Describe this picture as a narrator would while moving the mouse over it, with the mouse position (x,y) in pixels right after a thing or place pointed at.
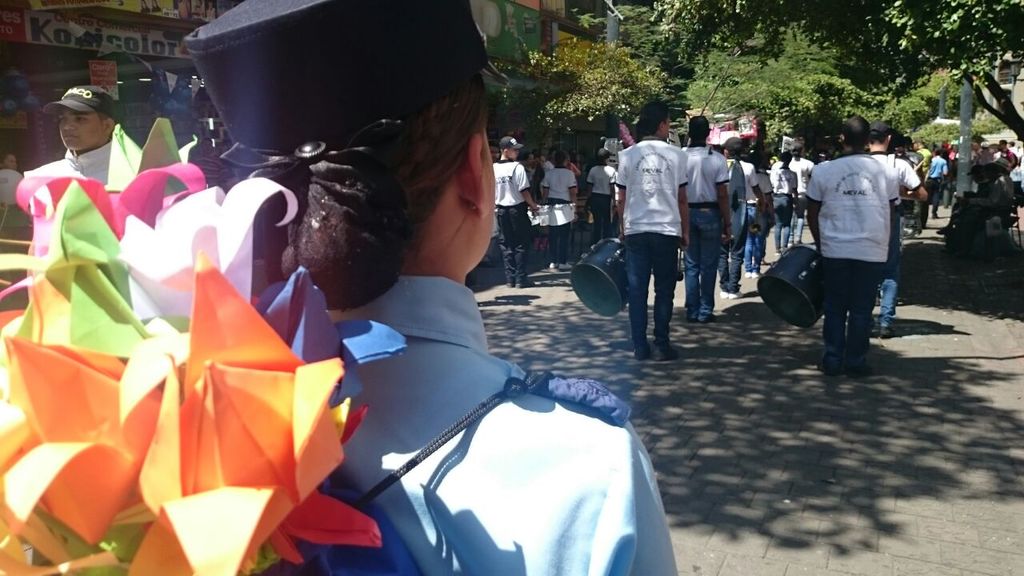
In this image we can see people (594,561), road (682,392), boards (134,31), paper crafts (60,299), poles (612,23), trees (643,62), and other objects (620,273).
